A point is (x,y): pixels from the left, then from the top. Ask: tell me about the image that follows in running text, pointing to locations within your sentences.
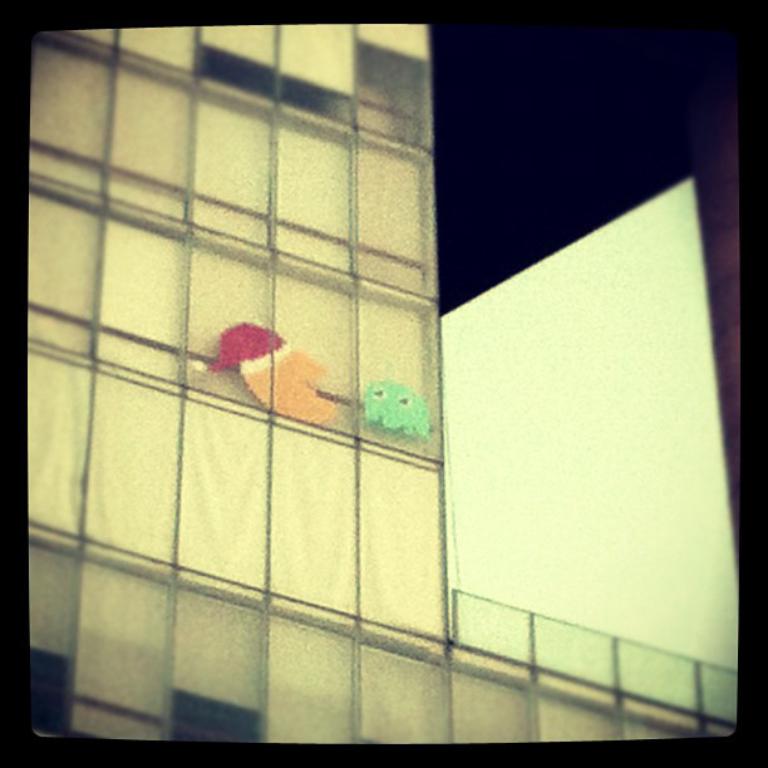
In this image we can see there is a painting (306,372) of two cartoon figures (397,393) on the building (245,576).
